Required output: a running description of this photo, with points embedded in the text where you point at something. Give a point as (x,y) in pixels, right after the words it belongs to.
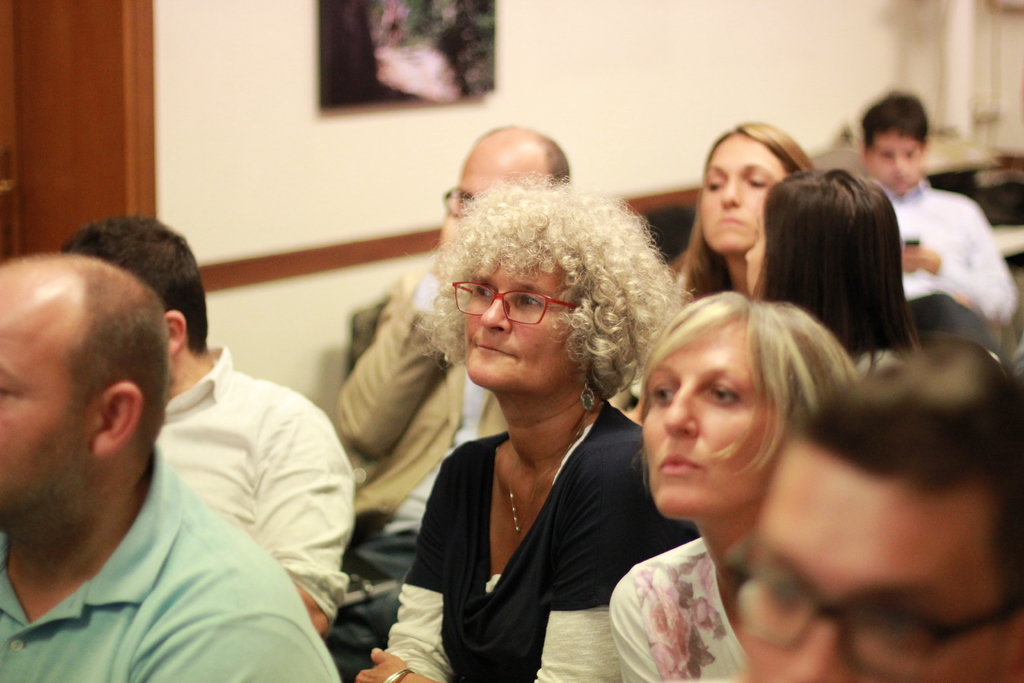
Here we can see few persons (794,415). In the background (263,197) we can see wall (659,83) and a frame (467,101).
